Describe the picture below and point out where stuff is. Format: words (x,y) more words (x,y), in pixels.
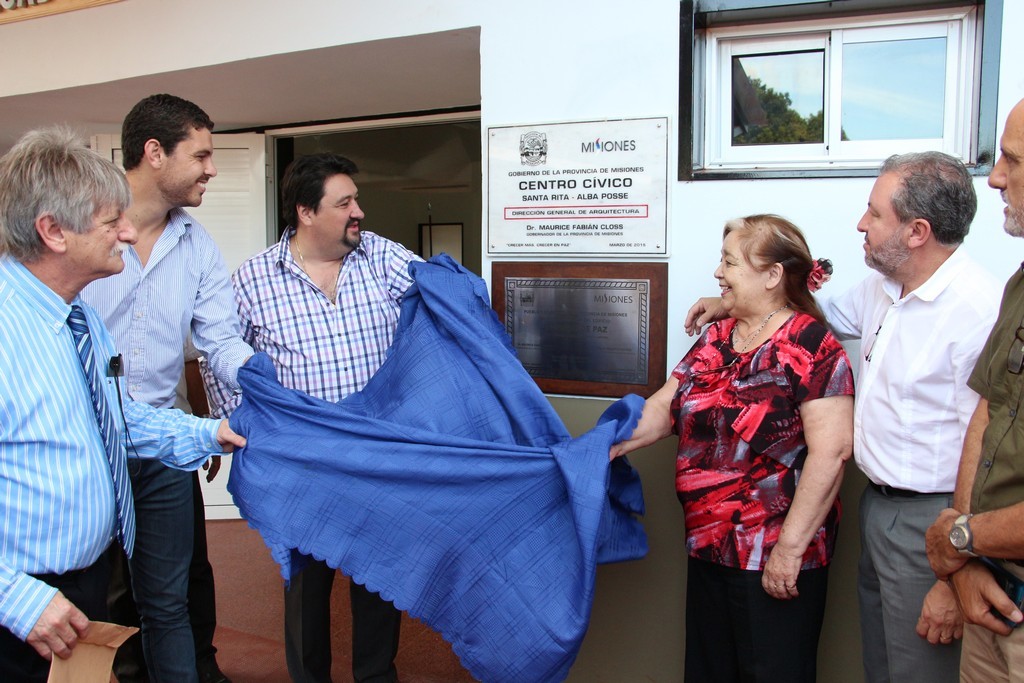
Here we can see people (785,449). These people (784,386) are holding a blue cloth (436,377). Boards (554,292) are on the wall (525,41). This is glass window (832,103). On this glass window (794,135) there is a reflection (792,130) of tree (784,115). Background (706,258) there is a wall (696,247).
